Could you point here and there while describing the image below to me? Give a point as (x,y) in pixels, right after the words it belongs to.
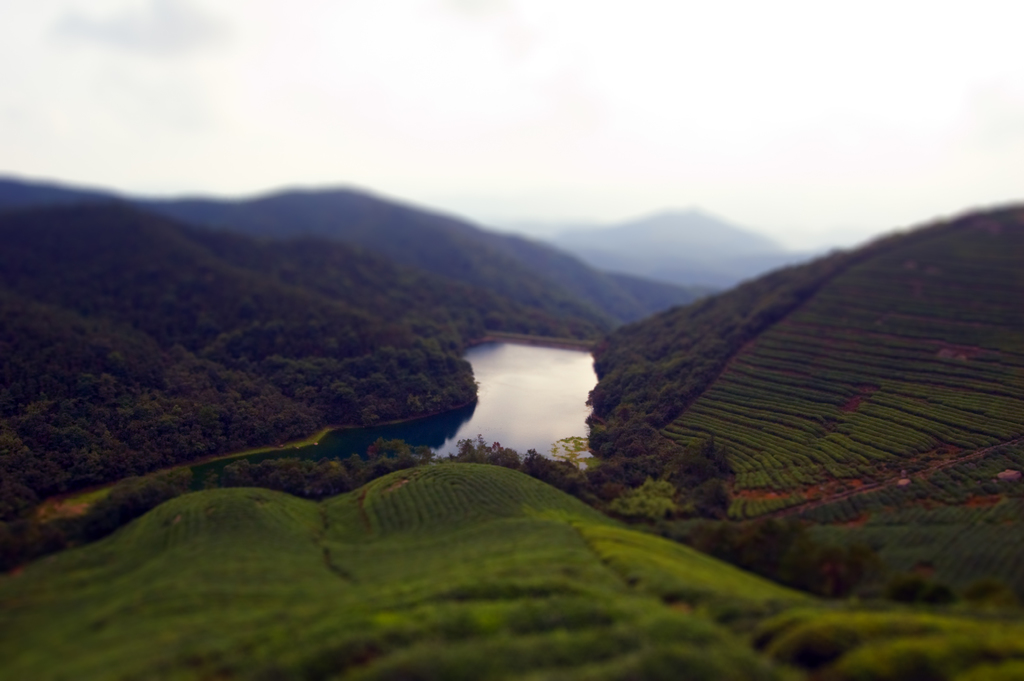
In this image we can see water (501,379). Also there are trees (342,395). In the background (399,253) there are hills (556,261) and there is sky (572,80) with clouds (632,72).
